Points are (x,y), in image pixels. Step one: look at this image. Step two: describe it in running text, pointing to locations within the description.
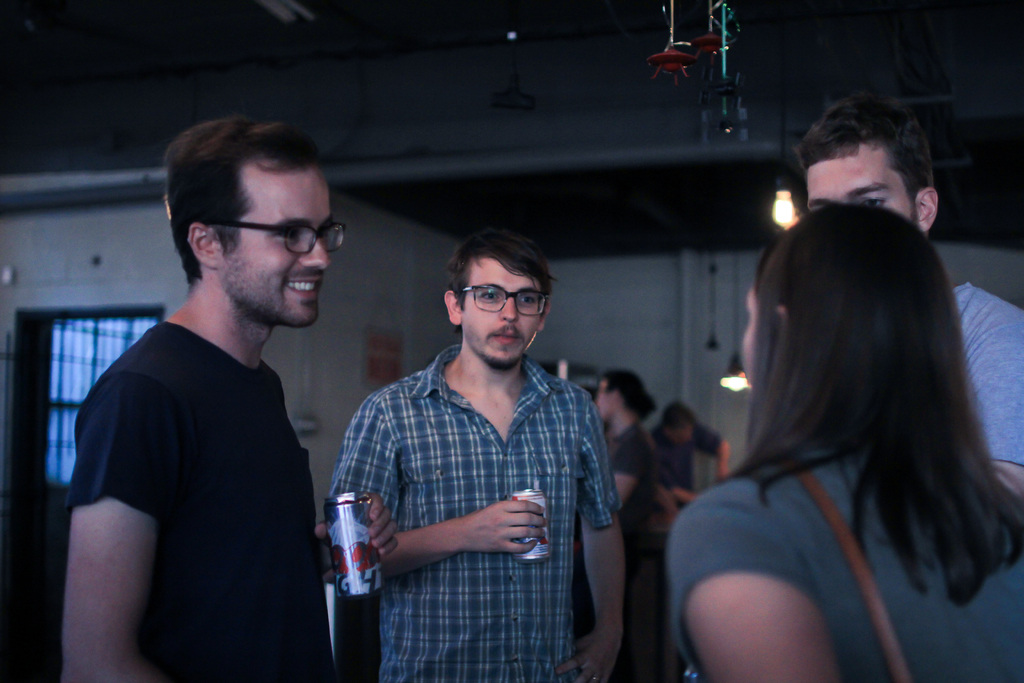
This picture is clicked inside the room (938,165). In this picture, we see three men (290,450) are standing. The woman (857,339) in grey T-shirt (912,607) is standing. I think she is talking to them. The man (286,590) on the left side (219,493) who is wearing black T-shirt (130,470) is holding a can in his hand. Beside him, the man (491,490) who is wearing spectacles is also holding a can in his hand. Behind them, we see people (640,447) are standing. In the background (402,312), we see a white wall (328,366) and window (105,342).
